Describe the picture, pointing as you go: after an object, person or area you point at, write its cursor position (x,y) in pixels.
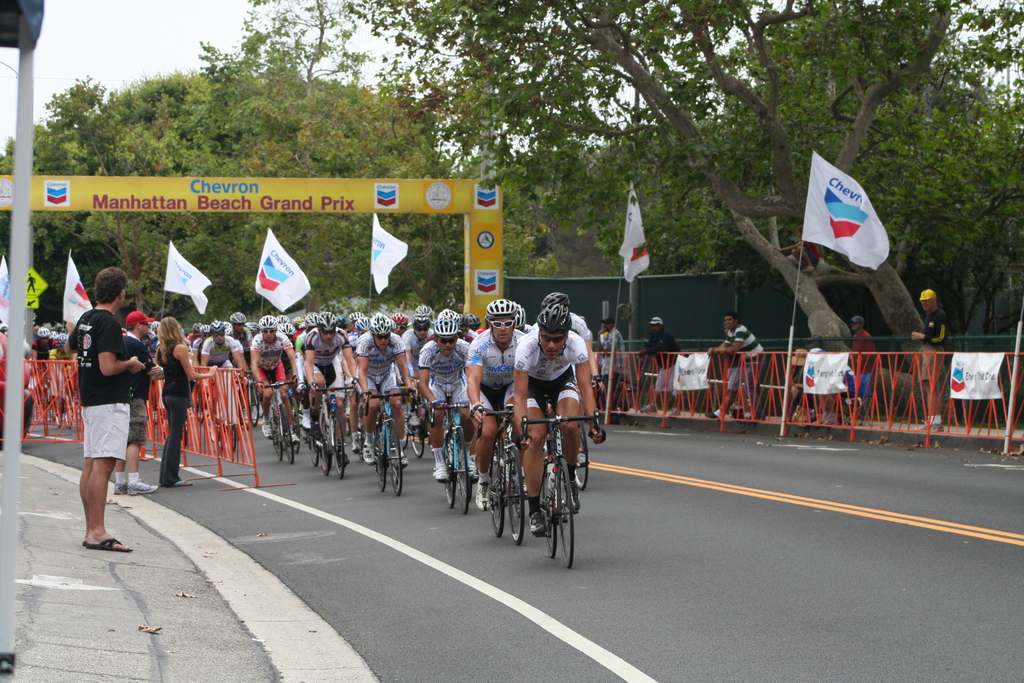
In this image there are group of persons (346,382) riding a bicycle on the road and there are persons (143,367) standing. In the background (739,174) there are trees (309,258), flags (269,274) and there is a board (191,190) with some text (205,188) written on it and there is a fence (803,399) and on the fence (725,380) there are banners (968,383).
